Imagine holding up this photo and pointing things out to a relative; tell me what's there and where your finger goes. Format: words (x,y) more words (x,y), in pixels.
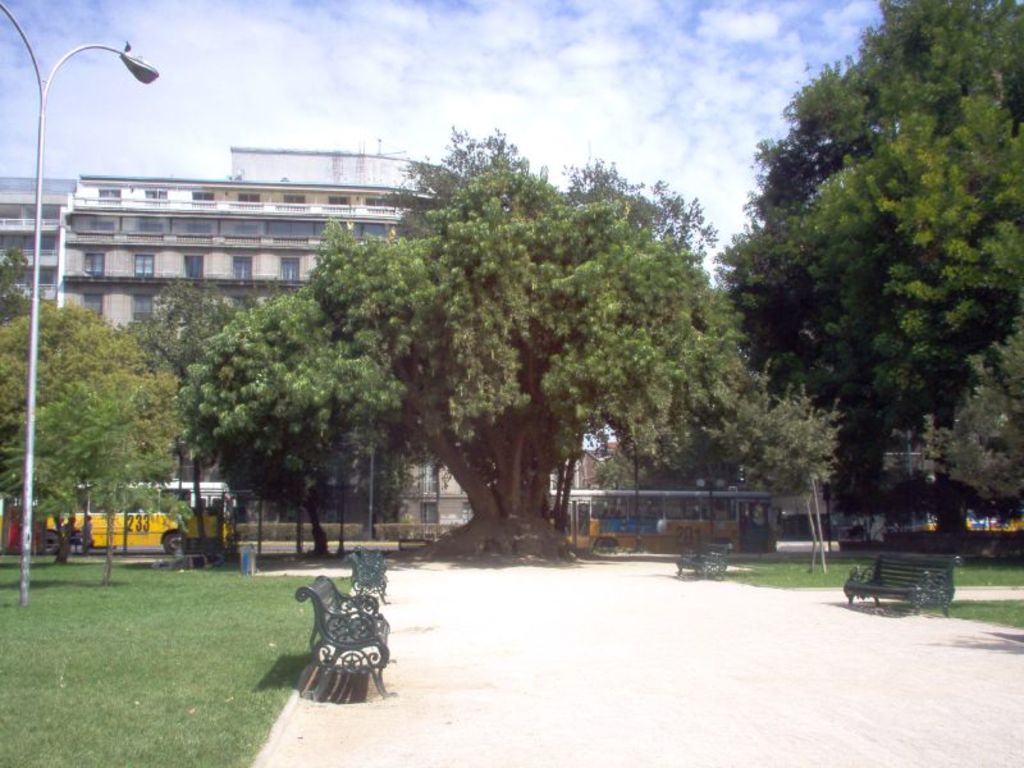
In the picture we can see a path (810,671) besides the path (669,714) we can see benches (870,582) on the either sides and on the left hand side (287,617) we can see a grass surface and a pole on it with light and in the background (46,463) we can see trees (45,368) and behind it we can see building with windows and near to the building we can see a bus (730,502) is parked and behind the building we can see a sky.
